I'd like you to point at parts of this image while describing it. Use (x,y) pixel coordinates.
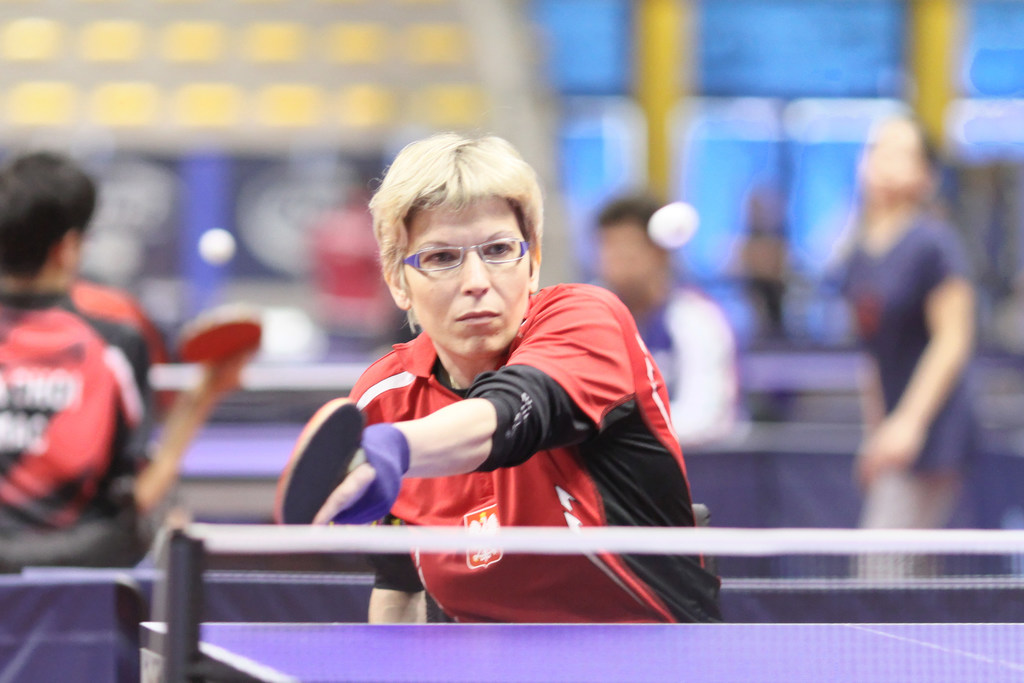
In this picture I can see few people (896,519) playing table tennis and I can see blurry background (826,179).
